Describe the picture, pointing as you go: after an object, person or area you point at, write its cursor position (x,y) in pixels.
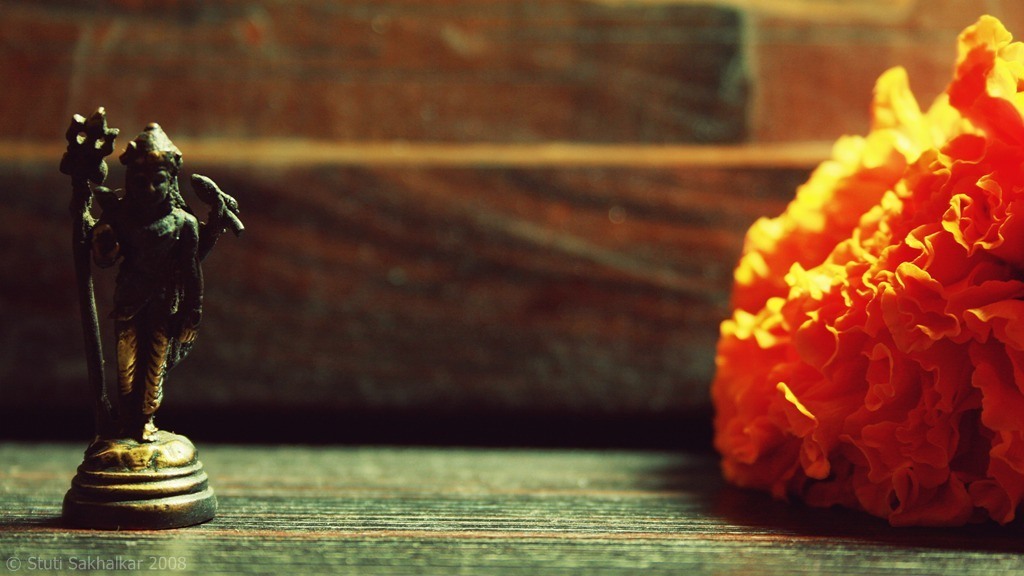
There is an idol (117,352) in the left corner (117,251) and there is an orange color object (892,283) in the right corner (896,285).
